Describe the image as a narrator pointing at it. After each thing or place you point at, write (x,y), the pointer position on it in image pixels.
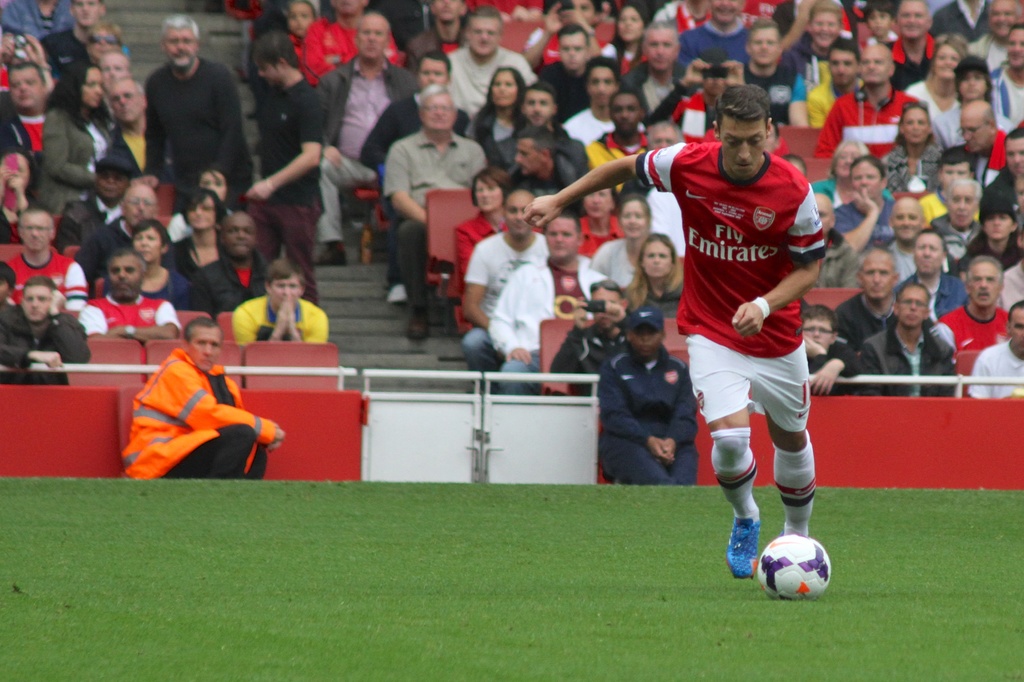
This image is taken outdoors. At the bottom of the image (252,577) there is a ground (456,597) with grass (803,600) on it. In the middle of the image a man (707,236) is running on the ground (834,502) and he is about to hit a ball (793,577). In the background (599,161) many people (167,277) are sitting on the chairs (184,313) and a few people (199,116) are standing on the stairs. There are a few boards (419,428) and two men (187,450) are sitting on the chairs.
